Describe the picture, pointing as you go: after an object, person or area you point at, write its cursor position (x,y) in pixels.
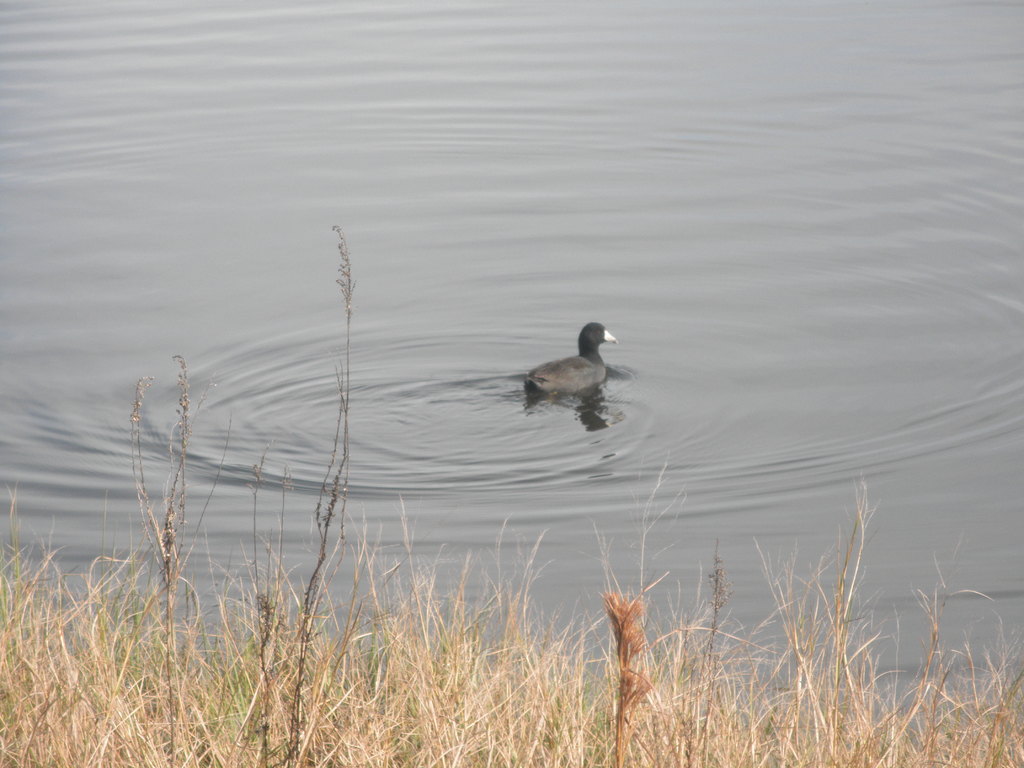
In this image I can see grass (453,653) in the front (622,622) and in the background (608,95) I can see water (429,538). In the centre of this image (591,384) I can see a black colour bird (592,364) on the water (556,257).
